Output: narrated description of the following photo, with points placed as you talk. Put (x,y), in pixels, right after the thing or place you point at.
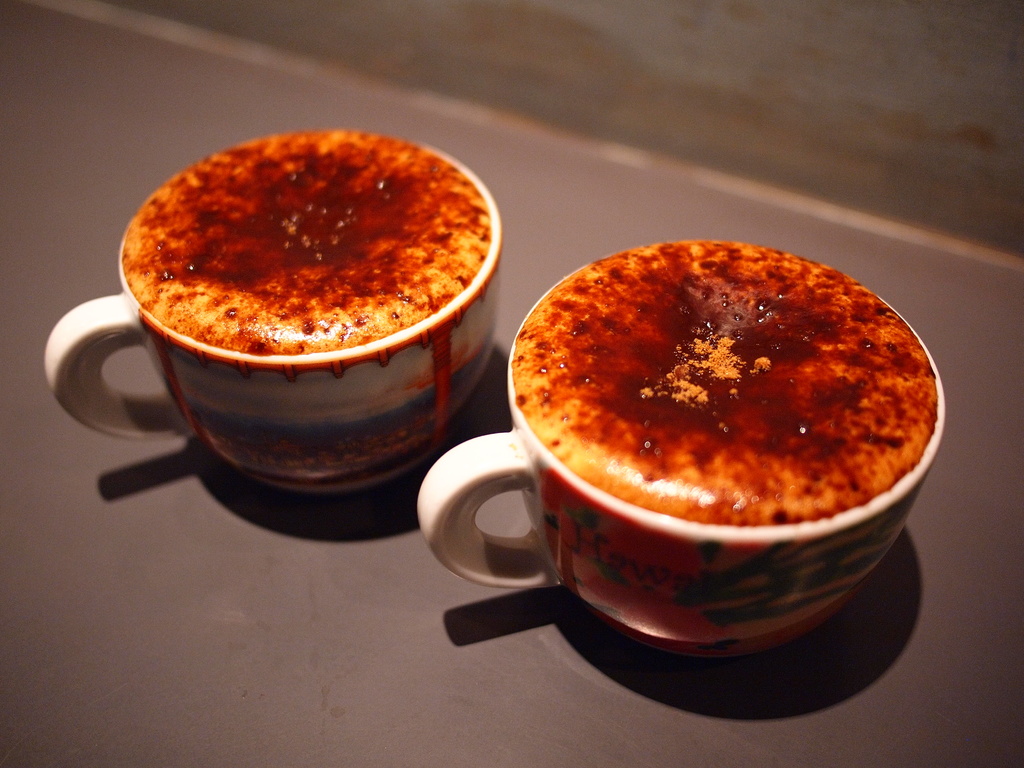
In this image there are two coffee cups (509,404) are kept on the floor (628,177) as we can see in middle of this image (533,275).
